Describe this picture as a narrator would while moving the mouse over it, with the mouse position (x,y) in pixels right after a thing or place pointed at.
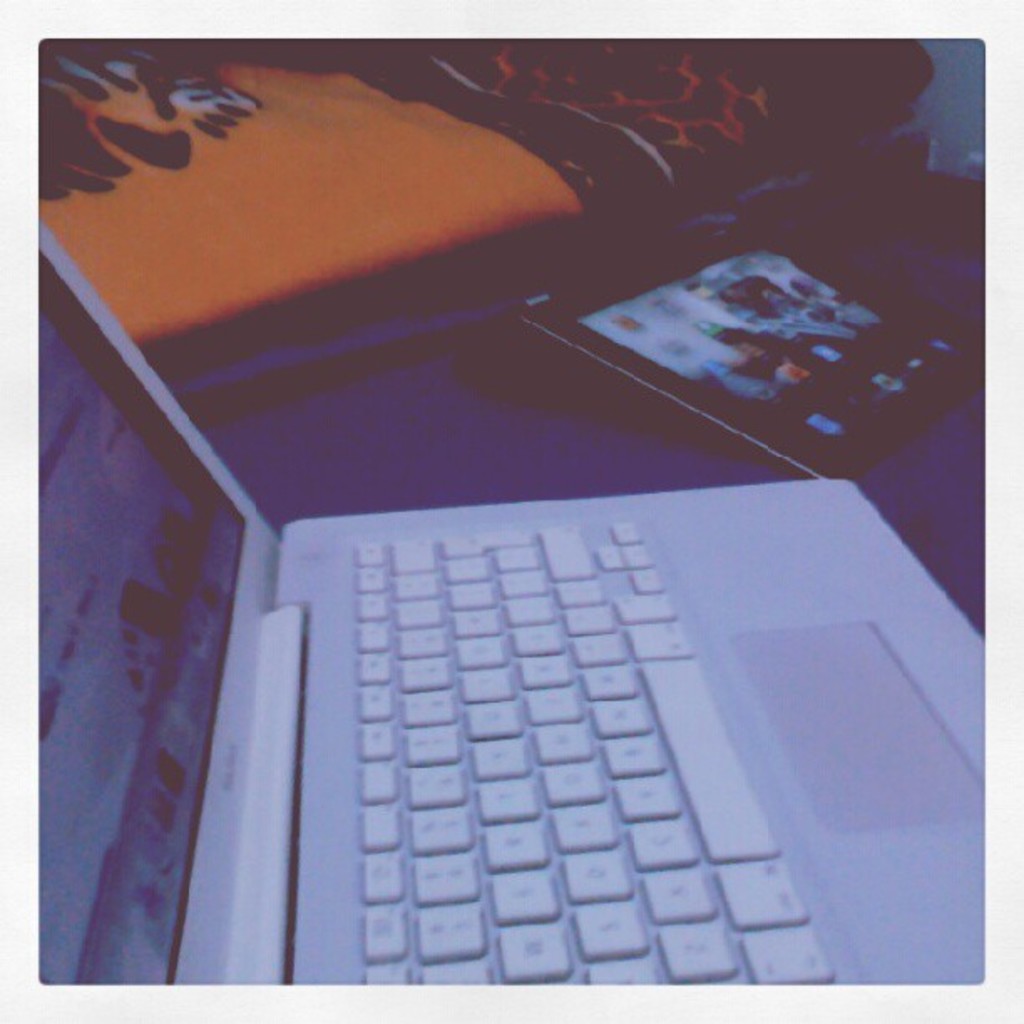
In this image at the bottom (473,844) there is a laptop (625,716), and in the background (493,146) there is a blanket (456,207), bed (769,181) and tab (773,398). At the bottom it looks like a table (943,444).
